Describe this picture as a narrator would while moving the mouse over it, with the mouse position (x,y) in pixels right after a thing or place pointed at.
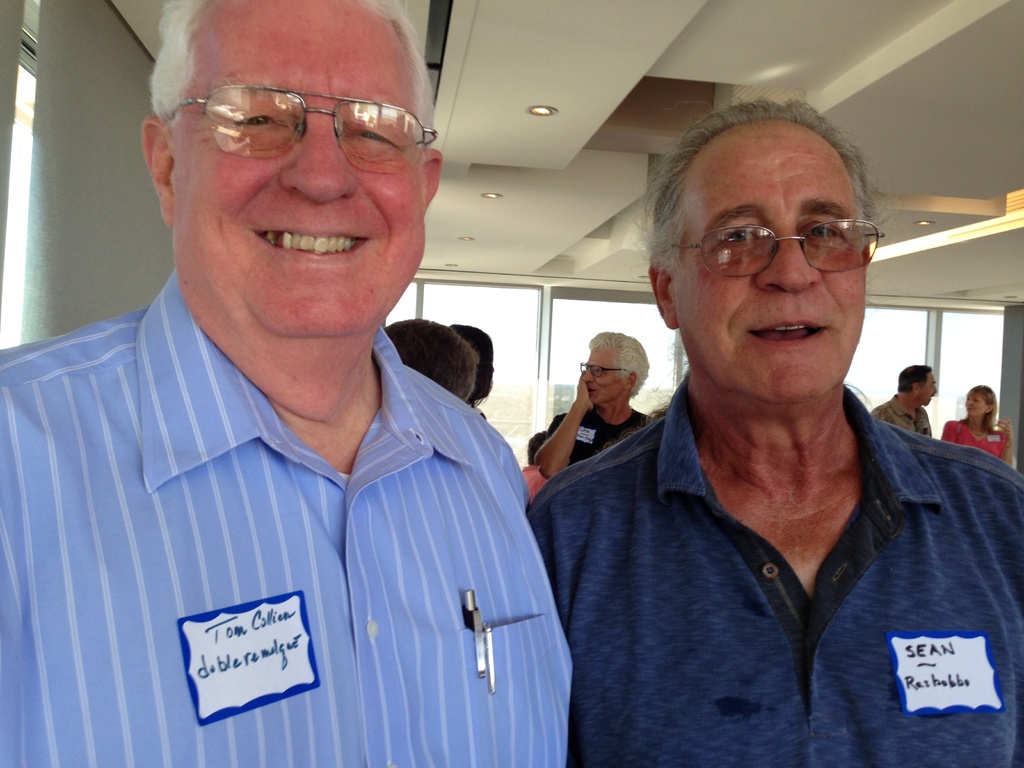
This image is clicked inside a room (99,191). There are some persons (511,519) in the image. There are two persons (443,521) in the front (443,521). They are men (91,467). They are laughing.
